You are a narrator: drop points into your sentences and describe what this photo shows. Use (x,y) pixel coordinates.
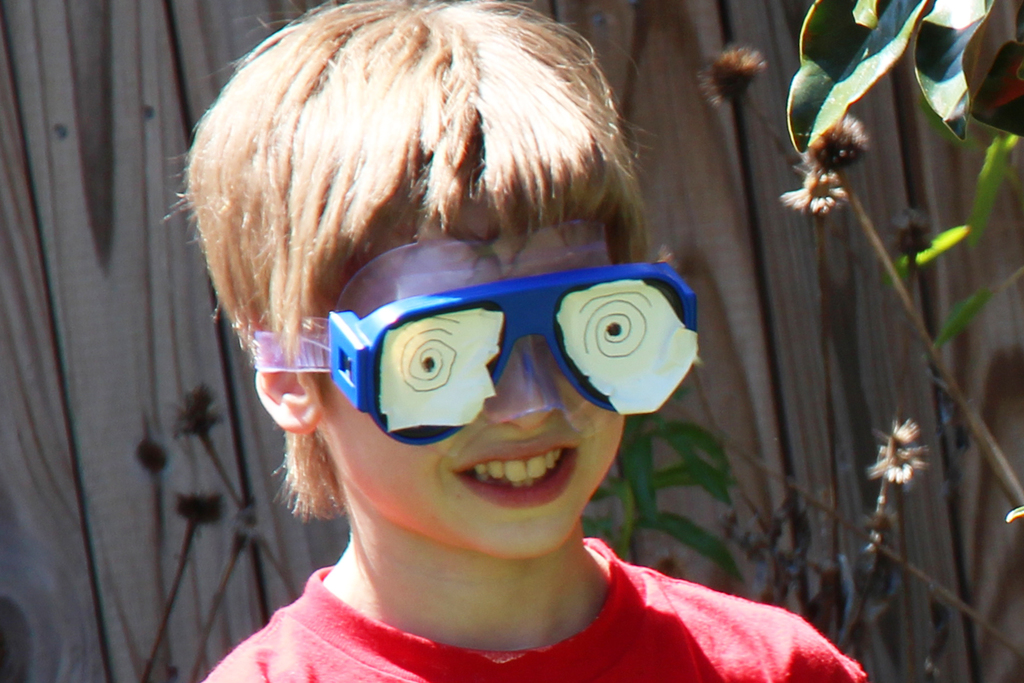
In the middle of the image (583,322) a boy (562,156) is standing and wear a glasses (436,261). Behind him we can see some plants (1014,38) and wooden wall (120,3).
